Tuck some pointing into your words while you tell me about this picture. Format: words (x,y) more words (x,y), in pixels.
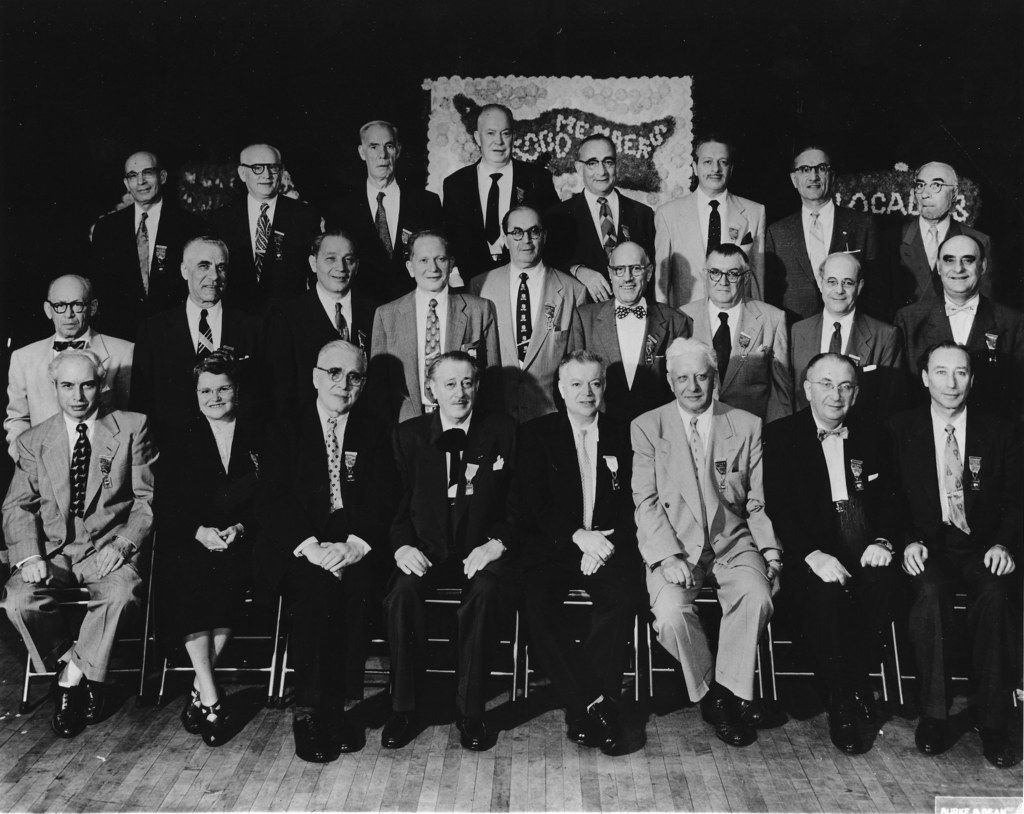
Here in this picture we can see a group of old men (250,270) standing over a place over there and in front of them also we can see some people (678,390) sitting on chairs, which are present on floor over there and we can see all of them are wearing suits (241,363) on them and smiling and behind them we can see a banner (466,159) present over there.
